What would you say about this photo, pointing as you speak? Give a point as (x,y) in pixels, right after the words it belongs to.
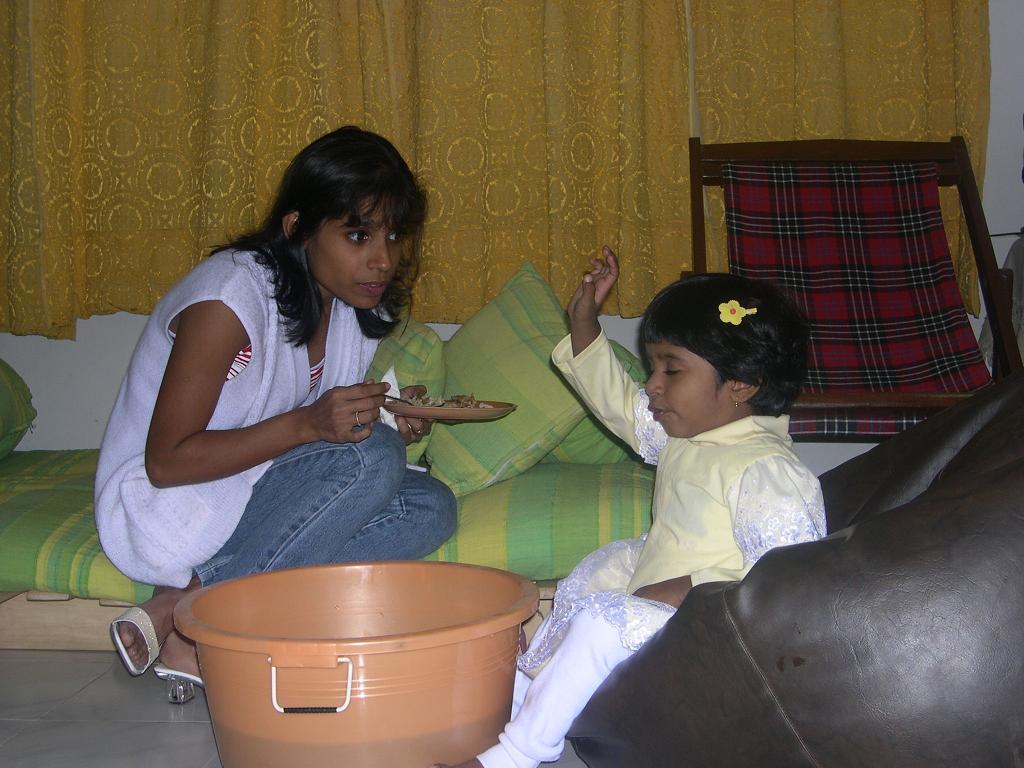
In this picture we can see a tub (327,616), chair (844,153), curtains (674,171), pillows (535,348) and a woman (358,334) holding a plate (438,409) and a spoon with her hands (326,410) and looking at a girl (597,337) sitting on a bean bag (1014,558).
